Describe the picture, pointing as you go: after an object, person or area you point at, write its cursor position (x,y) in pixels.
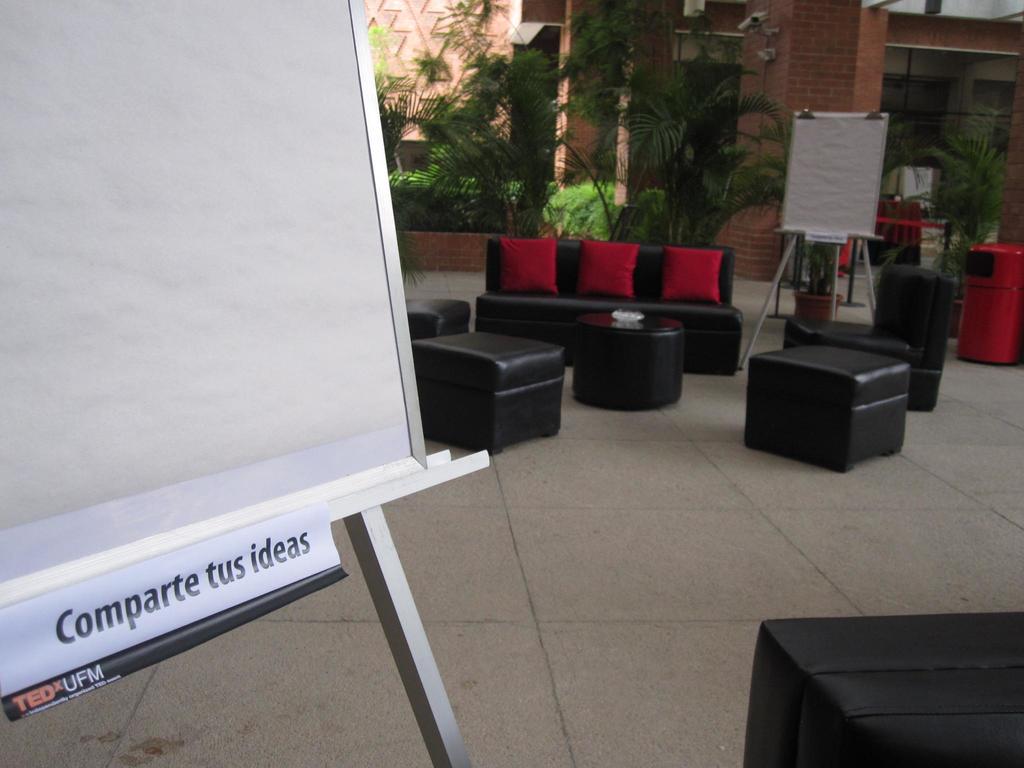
In this image I see 2 boards (833,133), a sofa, few chairs (904,302) and In the background (385,75) I see the plants (598,12) and the building (421,41).
